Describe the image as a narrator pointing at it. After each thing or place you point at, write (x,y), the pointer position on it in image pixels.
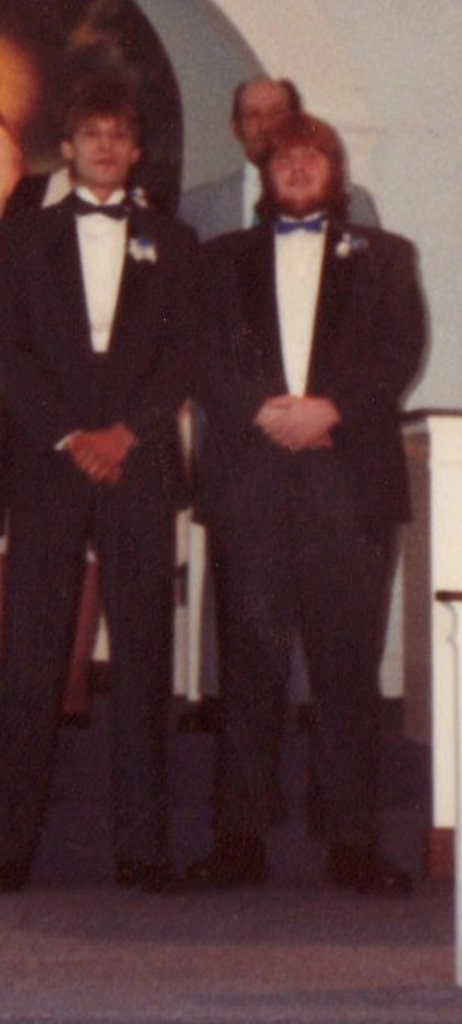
This picture is slightly blurred, where I can see these two persons (225,366) wearing black color blazers (142,452) are standing here and in the background (257,132), I can see another person (250,193) standing and I can see the wall (260,6).
